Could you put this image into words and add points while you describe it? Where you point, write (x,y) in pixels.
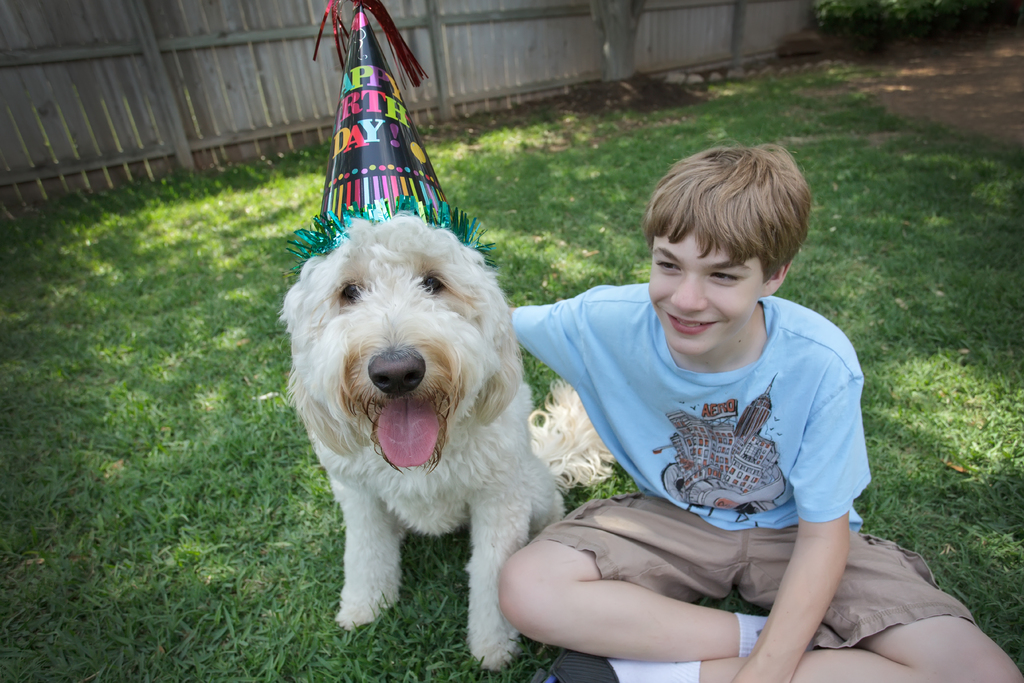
In this image I can see a person (673,433) sitting on the grass (211,620) with the dog (371,369).
